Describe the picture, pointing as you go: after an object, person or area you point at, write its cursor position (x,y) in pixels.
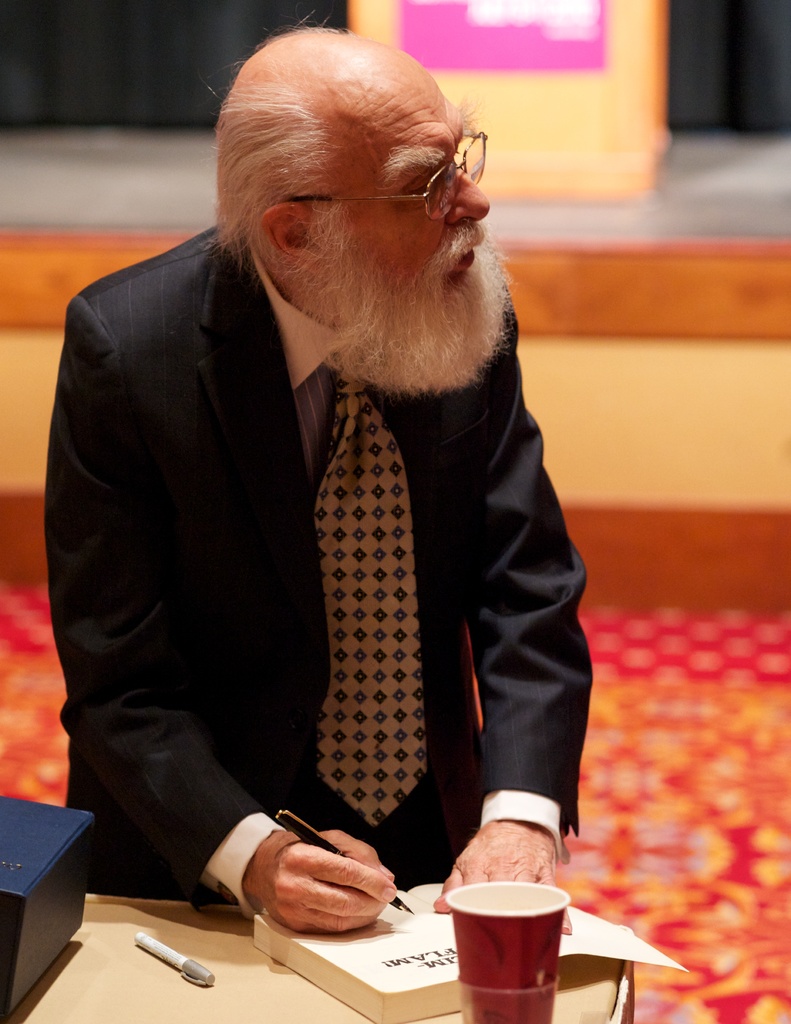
here is a person (266,518) standing wearing black suit (283,539), holding a pen (304,839) in his hand (327,857). there is a book (362,961), a pen (200,965) and a glass (477,958) on the table (258,980) in front of him.
